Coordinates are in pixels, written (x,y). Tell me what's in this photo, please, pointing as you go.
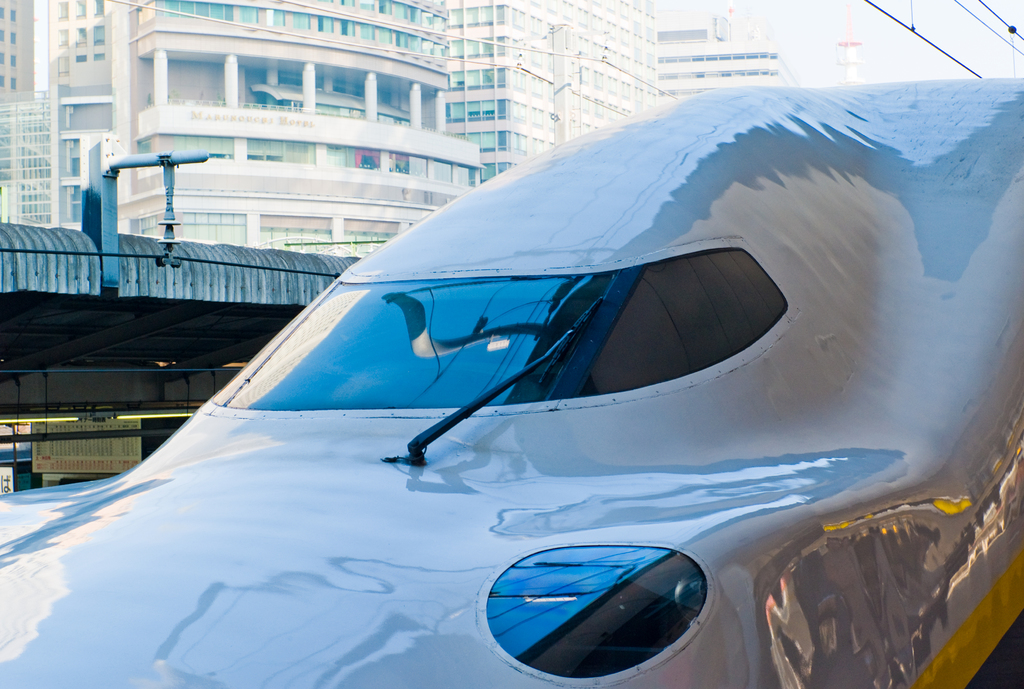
In this image we can see few buildings (430,86) and they are having many windows (455,108). There is a train (478,587) in the image. There is a shed (200,292) in the image. There is a pole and a board (97,449) in the image. We can see some reflections (476,350) on the glasses (479,338) of the train (508,329). There are few cables (974,16) at the top right side of the image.
